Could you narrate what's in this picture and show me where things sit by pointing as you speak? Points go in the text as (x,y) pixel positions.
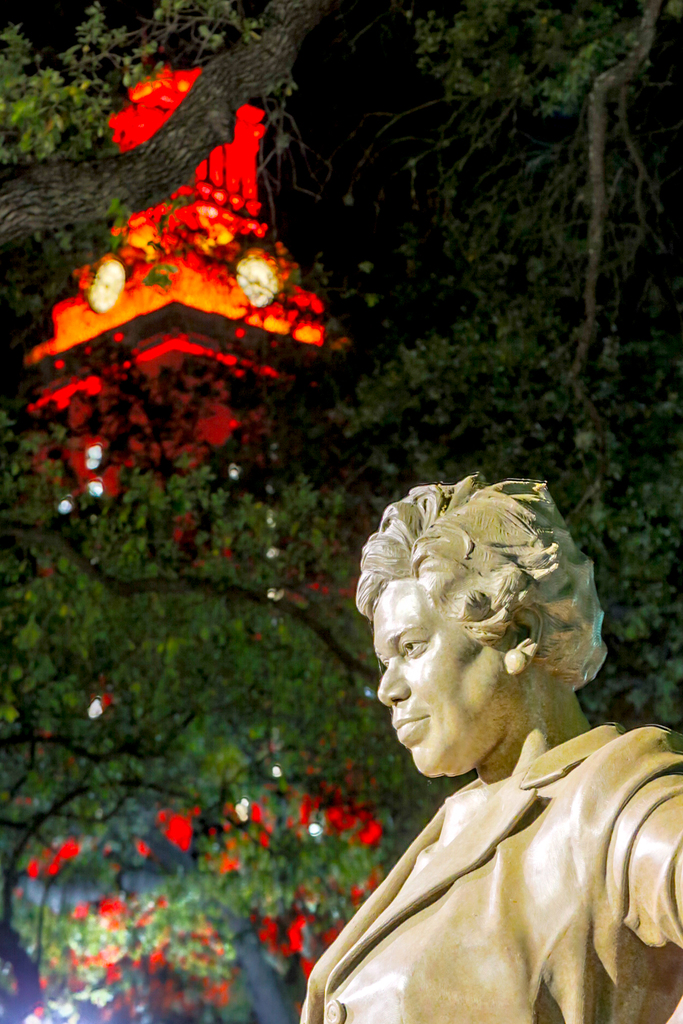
On the right side of the image (551,1011) we can see a statue (493,752). In the background of the image (355,568) we can see the trees (337,344), lights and the clock tower (201,401). At the top of the image (420,176) we can see the sky (404,36).
